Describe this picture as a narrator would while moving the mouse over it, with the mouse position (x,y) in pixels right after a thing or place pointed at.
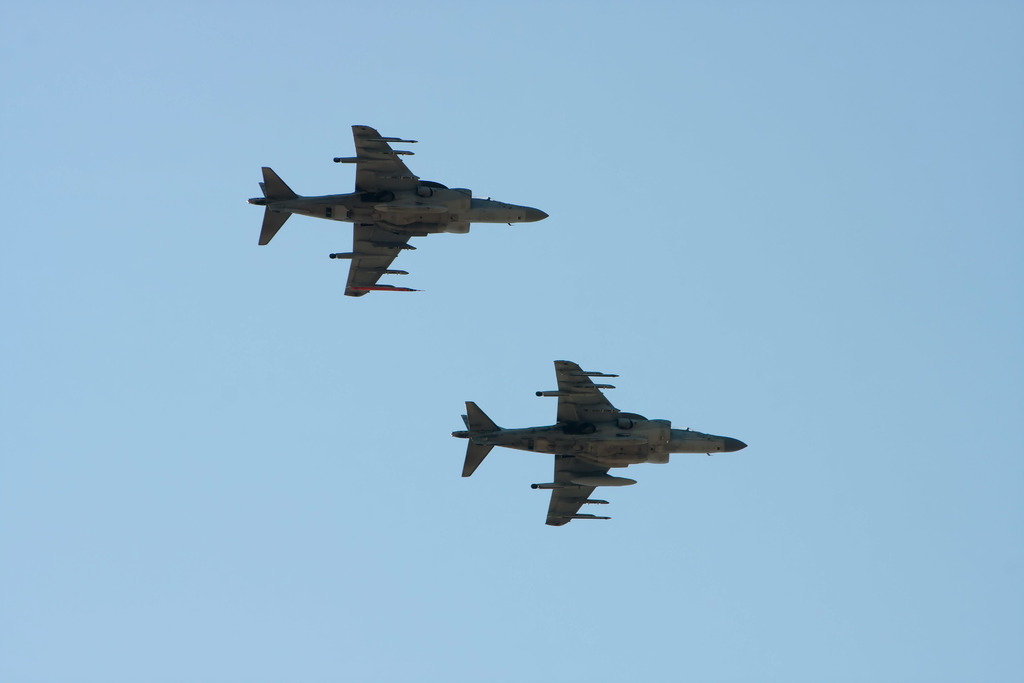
In this image there are aircraft (388,198) flying in the sky (385,308).
